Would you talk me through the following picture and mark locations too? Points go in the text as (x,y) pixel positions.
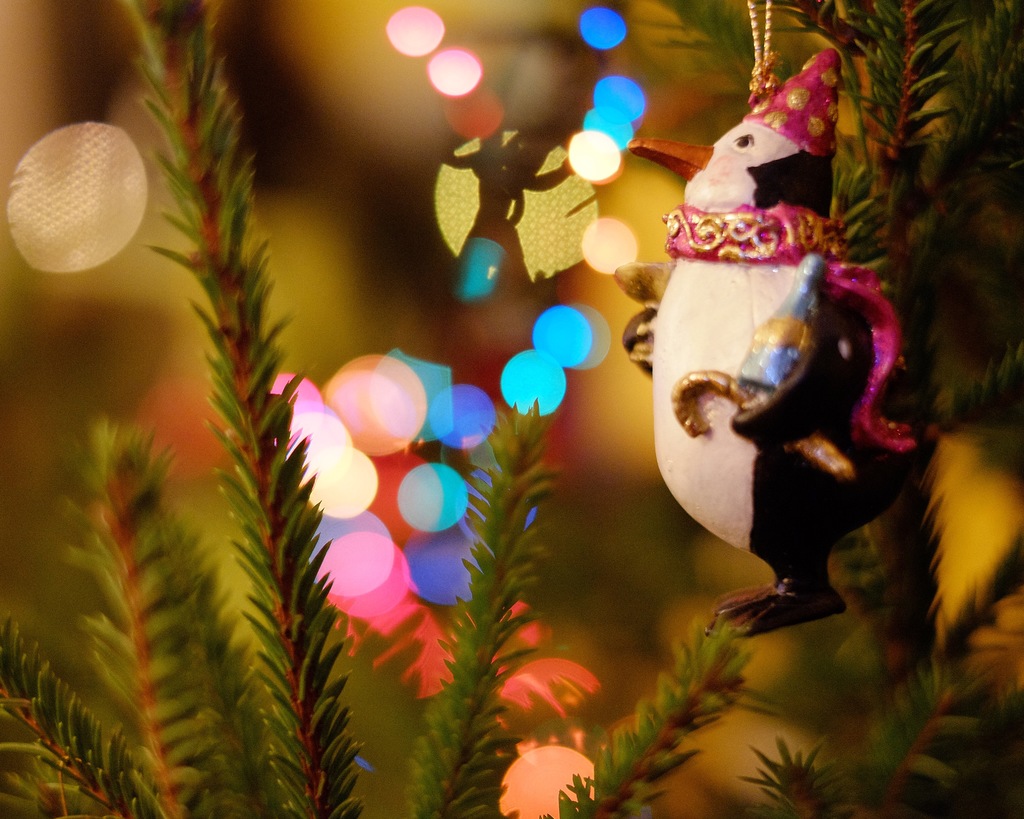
In front of the picture, we see the toy (815,256) and beside that, we see a tree (515,589) or a plant (237,675). Behind that, we see the lights (422,480) in different colors. In the background (419,376), it is blurred. This tree (938,784) might be decorated with the lights (432,501) and the toys (746,593).
